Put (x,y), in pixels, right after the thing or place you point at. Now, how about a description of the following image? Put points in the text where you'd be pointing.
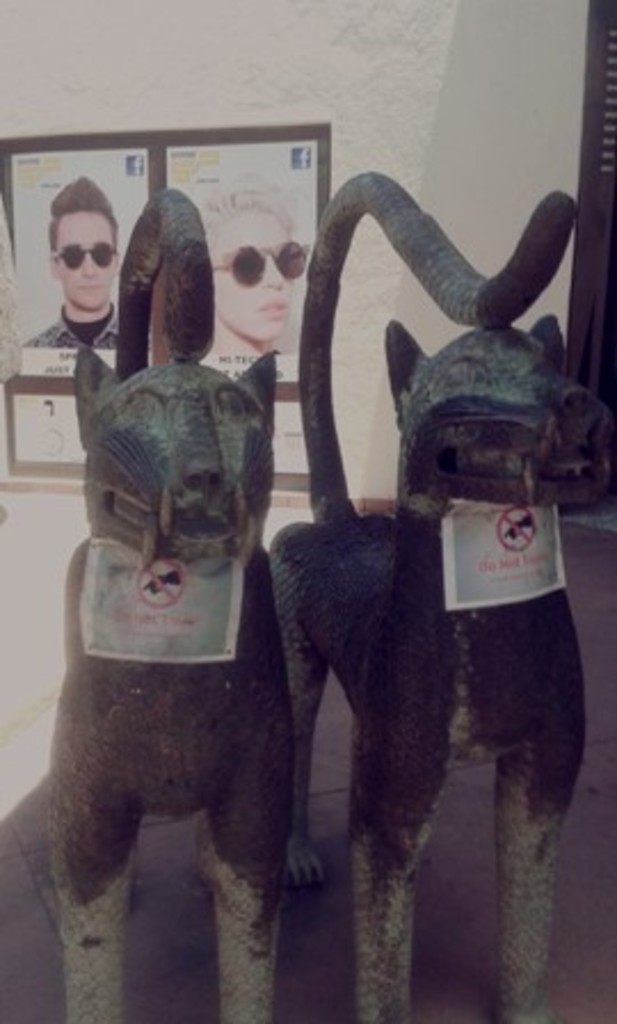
In the foreground of this image (288,757), there are two statues (307,815) to which there are posters (462,556). In the background (122,154), there are posters (197,169) on the wall (245,62).
